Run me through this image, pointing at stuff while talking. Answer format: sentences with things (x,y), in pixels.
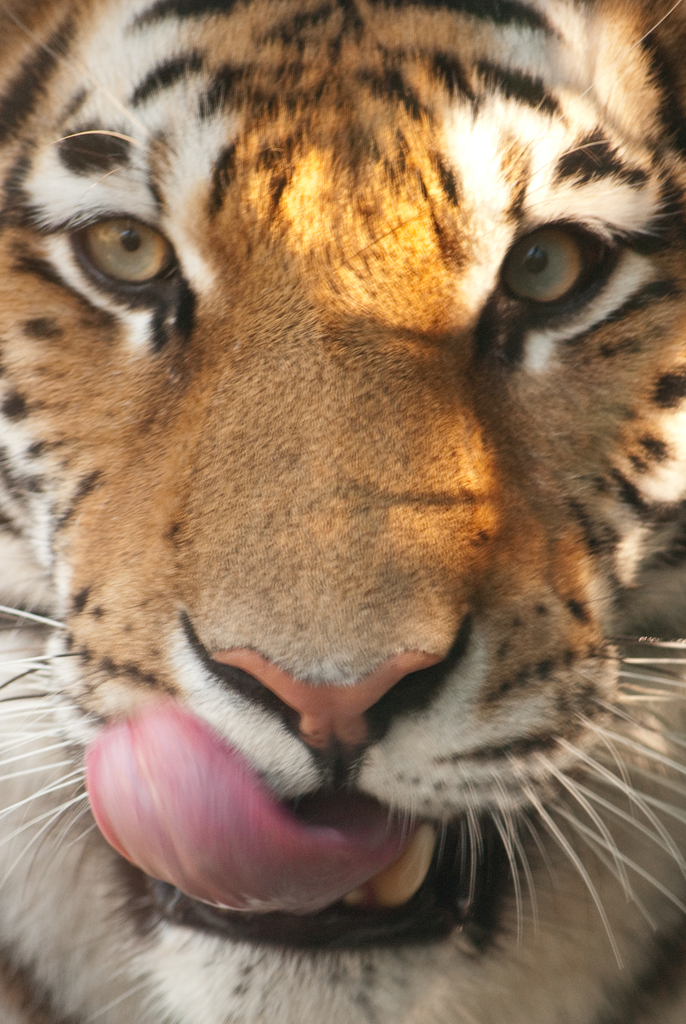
In the image there is a tiger (603,458) with its tongue (260,825) outside.
